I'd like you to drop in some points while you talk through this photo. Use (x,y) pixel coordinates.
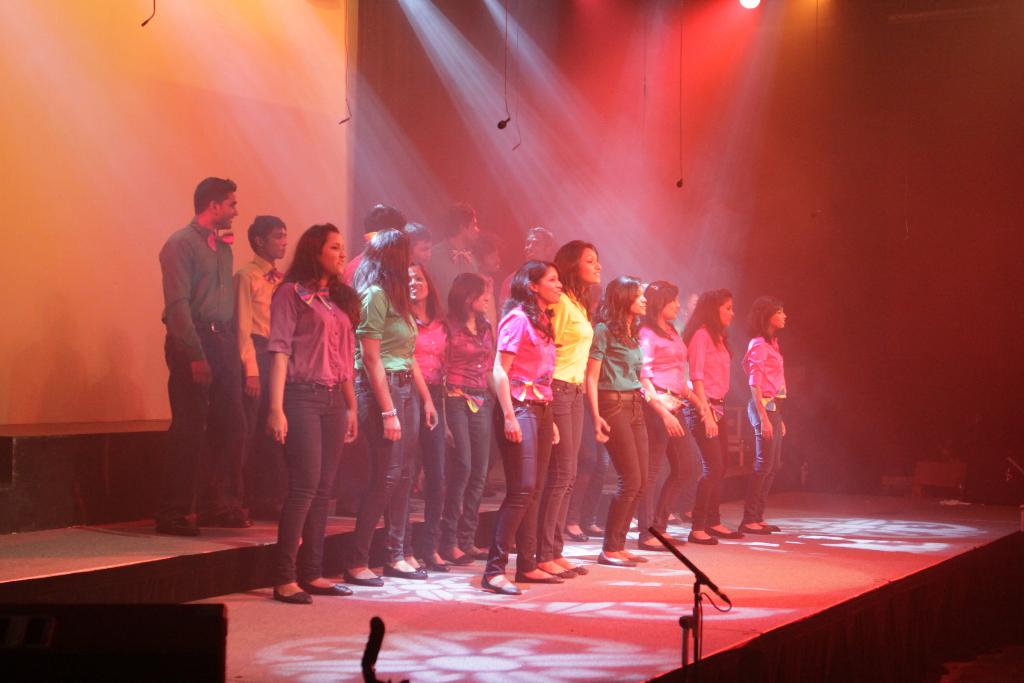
In this picture we can see a group of people (366,473) standing on the stage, here we can see mics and in the background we can see a projector screen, lights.
